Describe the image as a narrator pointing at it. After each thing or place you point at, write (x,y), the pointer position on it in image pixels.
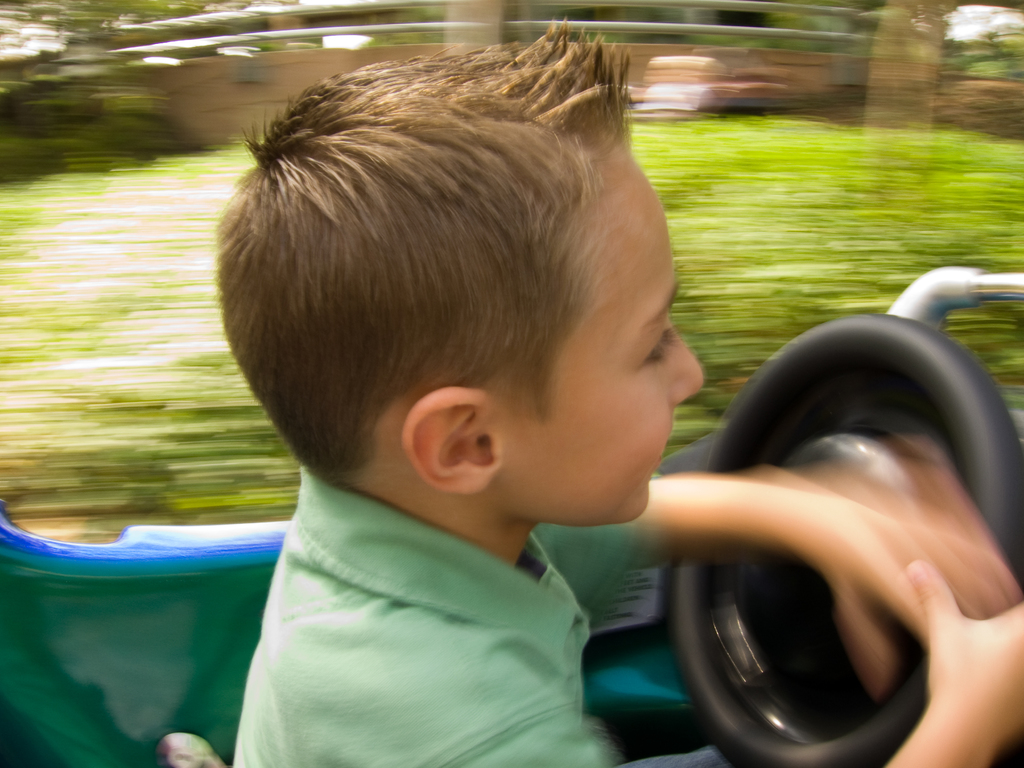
In this image we can see a boy (429,598) sitting on a vehicle (598,663) and holding the steering (787,565). The background (46,327) is blurry.
